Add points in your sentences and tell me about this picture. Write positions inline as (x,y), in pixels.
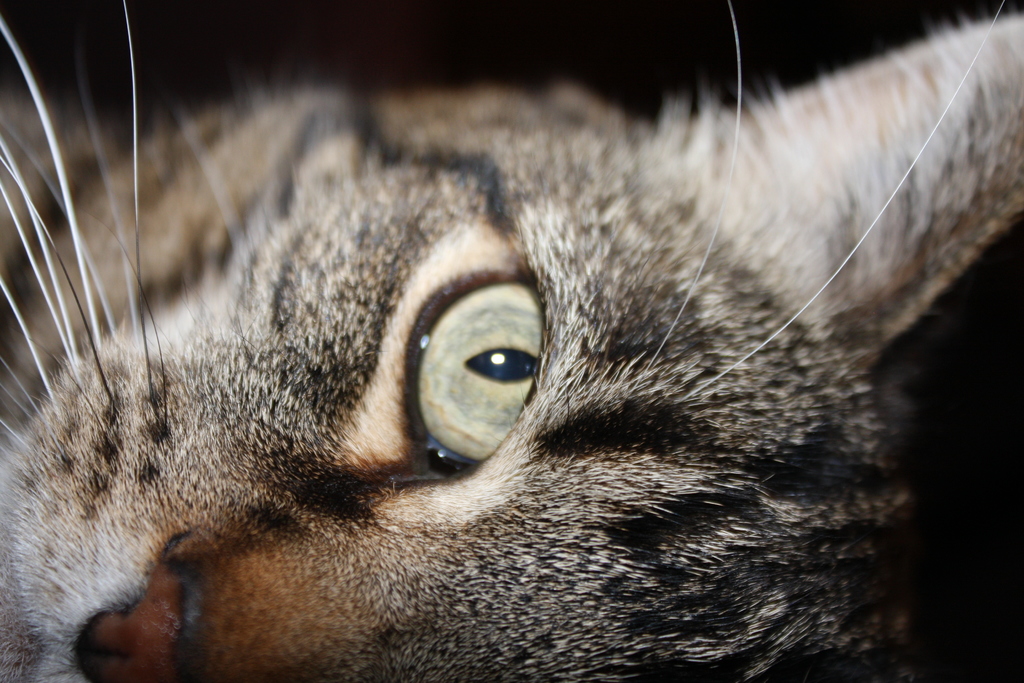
In this picture we can see a cat (201,352) and in the background (472,43) it is dark.
